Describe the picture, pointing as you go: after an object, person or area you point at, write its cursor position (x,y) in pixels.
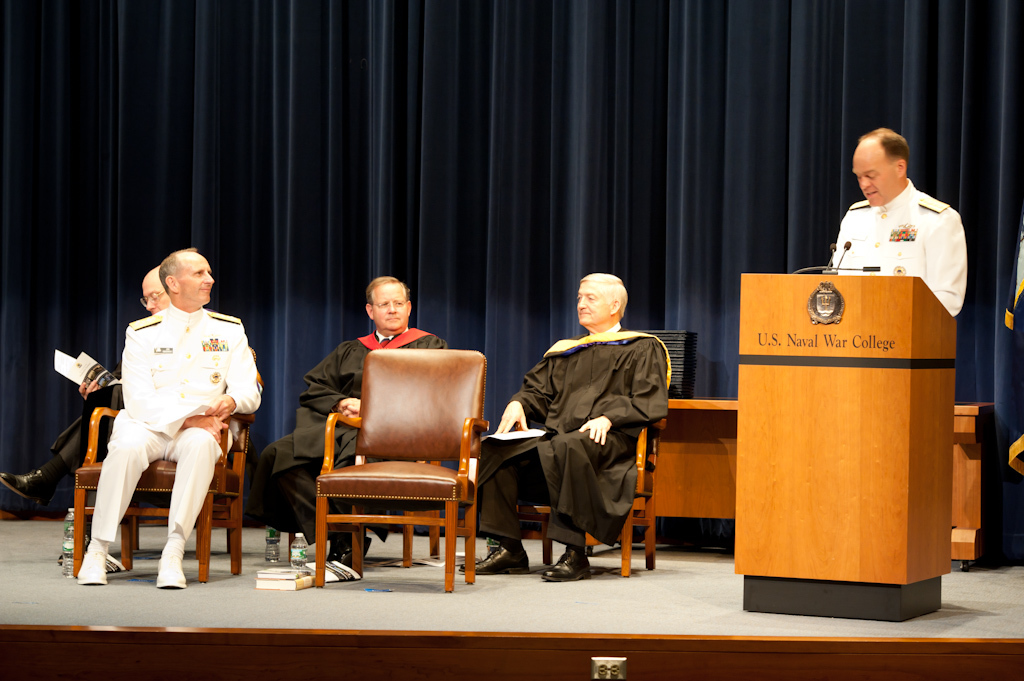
A person (883,235) in white dress (886,228) is standing and speaking in front of a podium (817,392). There are four persons (384,324) sitting on chairs (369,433). There are books (284,571) and bottles (302,535) on the floor (409,582). In the background (556,127) a black curtain (426,127) is there. And there is a table (682,434) near the curtain (672,536).
